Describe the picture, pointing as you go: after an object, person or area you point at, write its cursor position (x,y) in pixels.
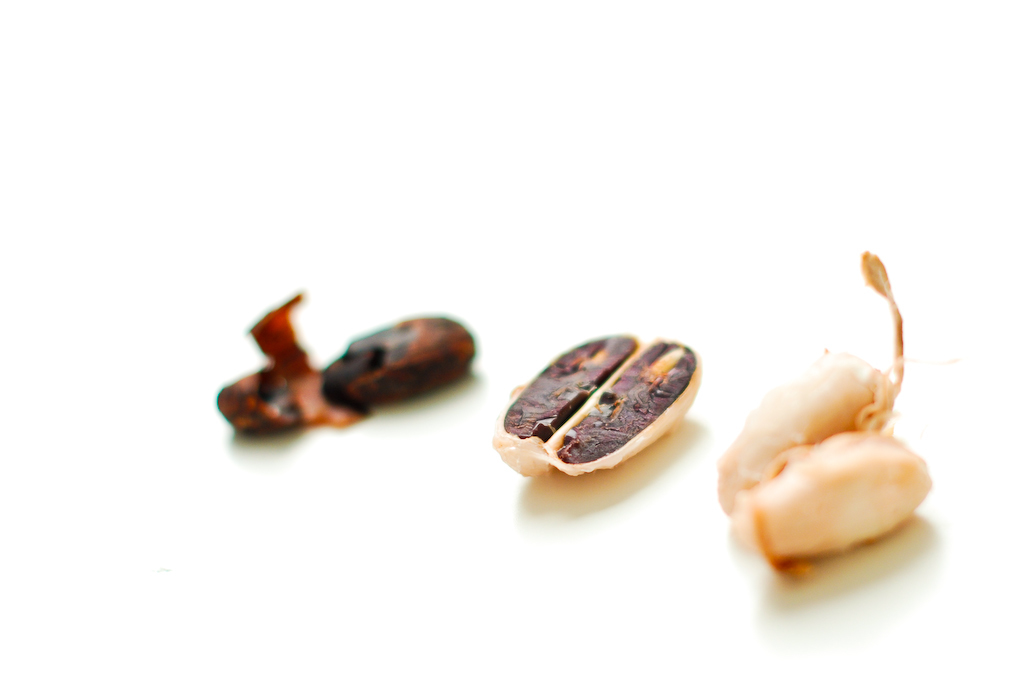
As we can see in the image there are seeds (672,409).
